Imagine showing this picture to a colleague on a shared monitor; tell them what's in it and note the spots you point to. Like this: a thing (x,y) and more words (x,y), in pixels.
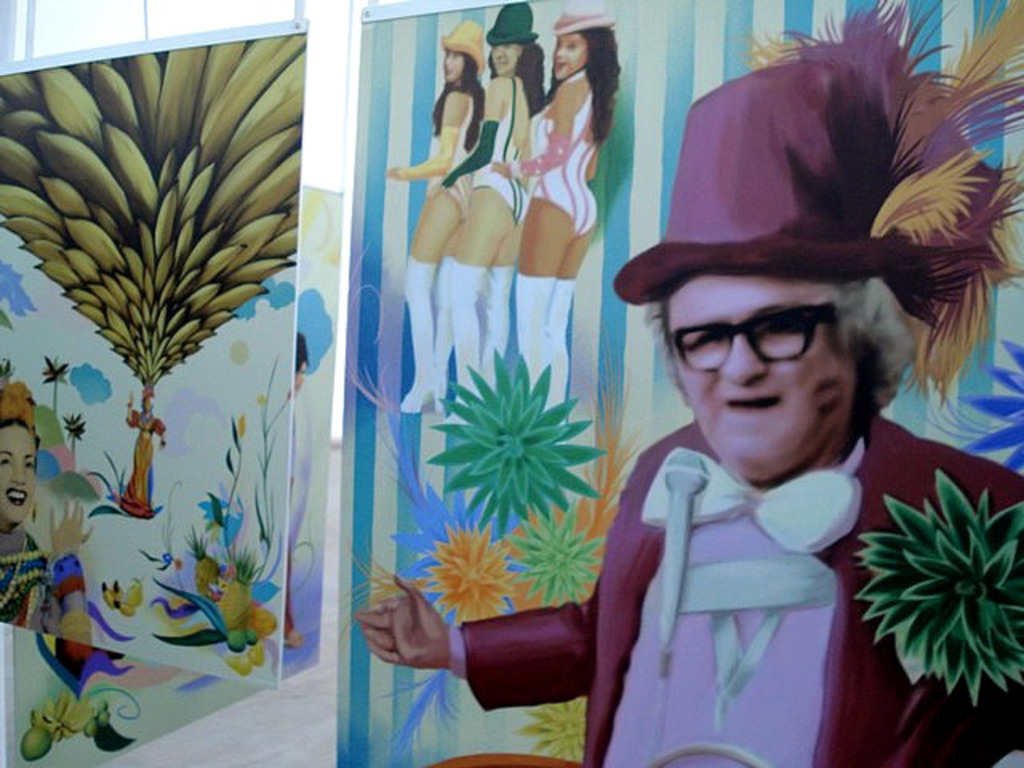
In this image I can see few boards (811,346) with painting (528,400) on them. I can see a person (725,488) wearing pink jacket (634,501), pink hat (695,247) and black spectacles (733,338) and few women (542,364) standing. On the other board (125,290) I can see a person (5,514) smiling and few other objects (138,410). In the background (334,180) I can see the sky (278,1) and the floor (250,711).
